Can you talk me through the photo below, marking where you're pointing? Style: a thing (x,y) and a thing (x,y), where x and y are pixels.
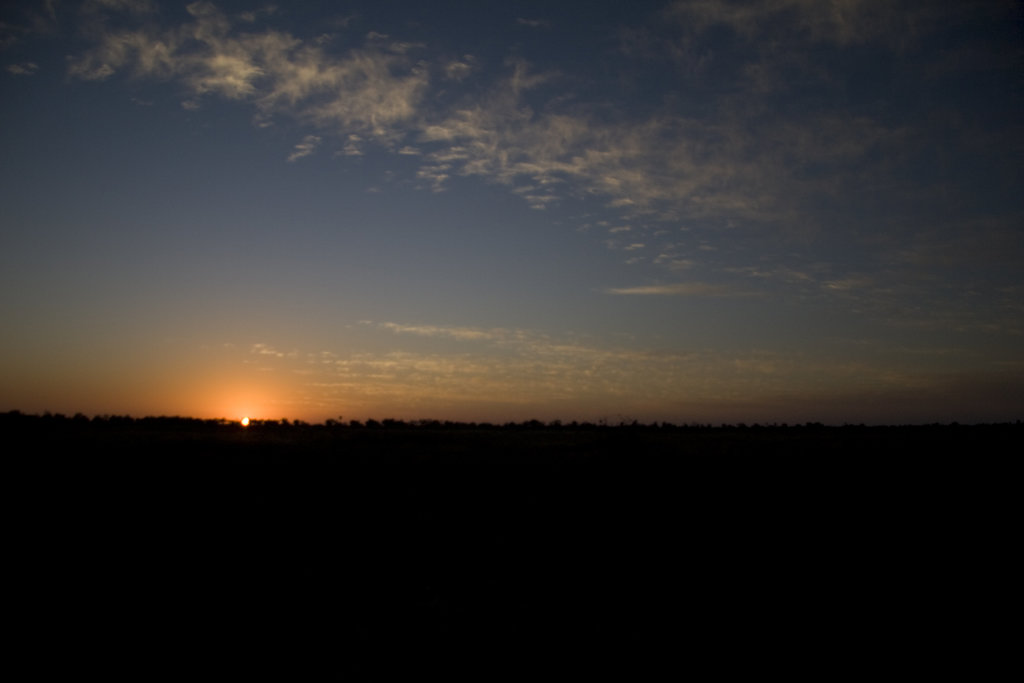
In this picture, they are looking like trees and the sun (243,417) in the sky (256,328).
